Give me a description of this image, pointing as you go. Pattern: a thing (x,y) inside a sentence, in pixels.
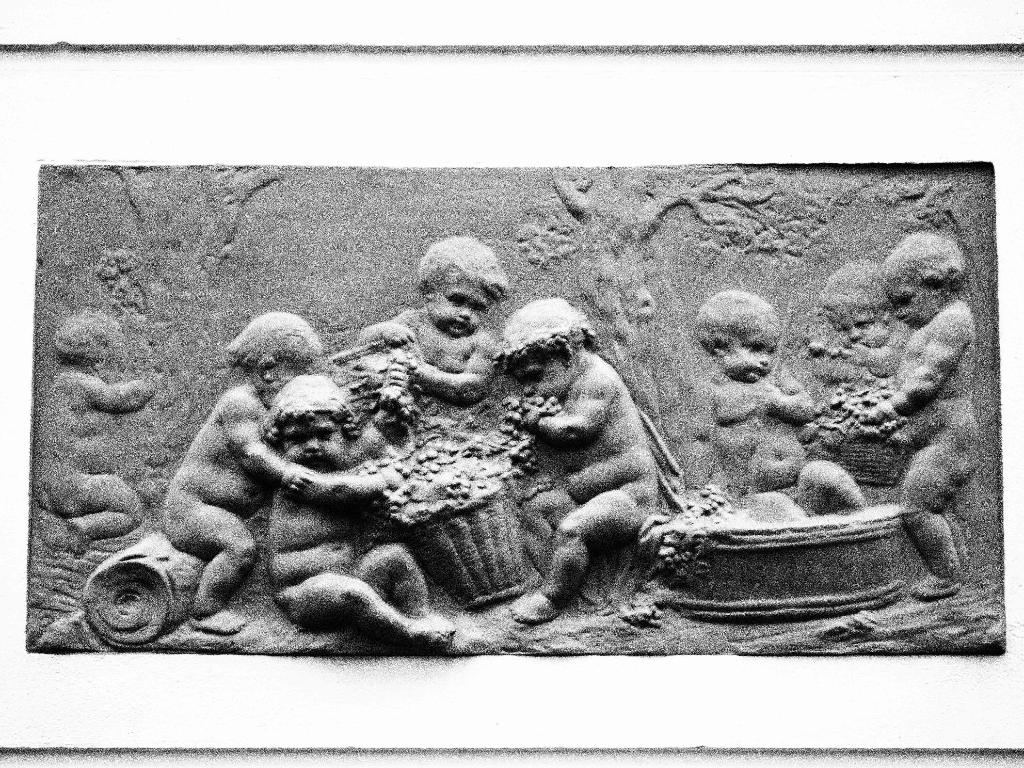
is a black and white image. In this image we can see the picture of the sculpture (226,523) on a wall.
